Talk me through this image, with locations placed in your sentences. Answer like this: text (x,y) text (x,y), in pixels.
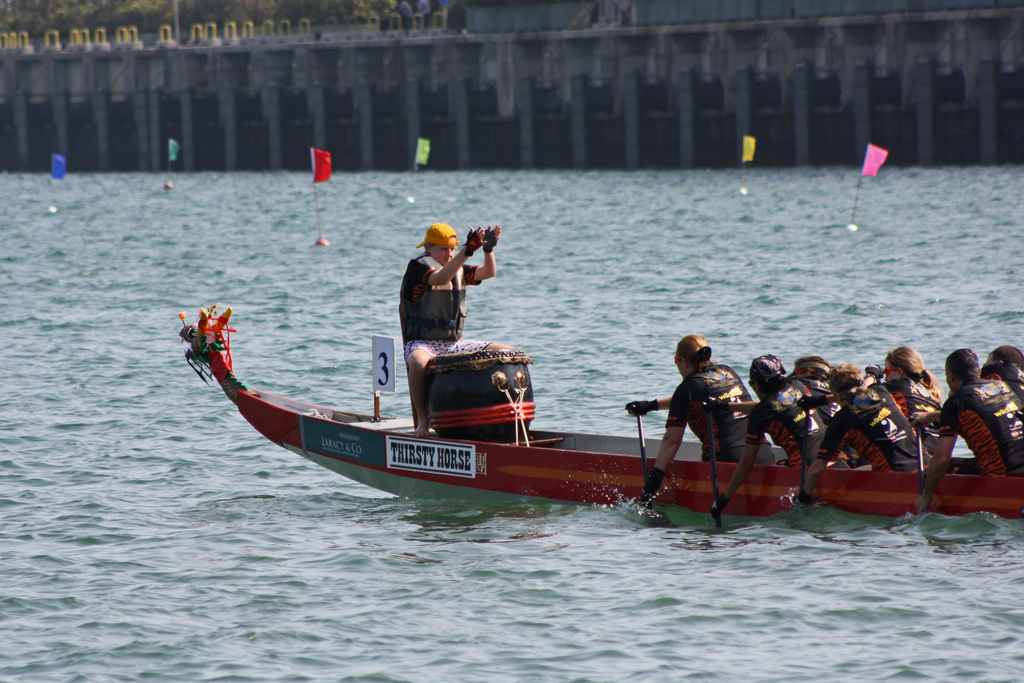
In this picture I can see a boat (411,427) in front, on which there are few people (762,386) and they're holding paddles (803,450) in their hands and I see a person (439,307) sitting near to a thing (466,376) and I see something is written on the boat (410,440) and in the background (53,175) I can see the flags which are colorful and I see that the boat (206,353) is on the water (131,463).
